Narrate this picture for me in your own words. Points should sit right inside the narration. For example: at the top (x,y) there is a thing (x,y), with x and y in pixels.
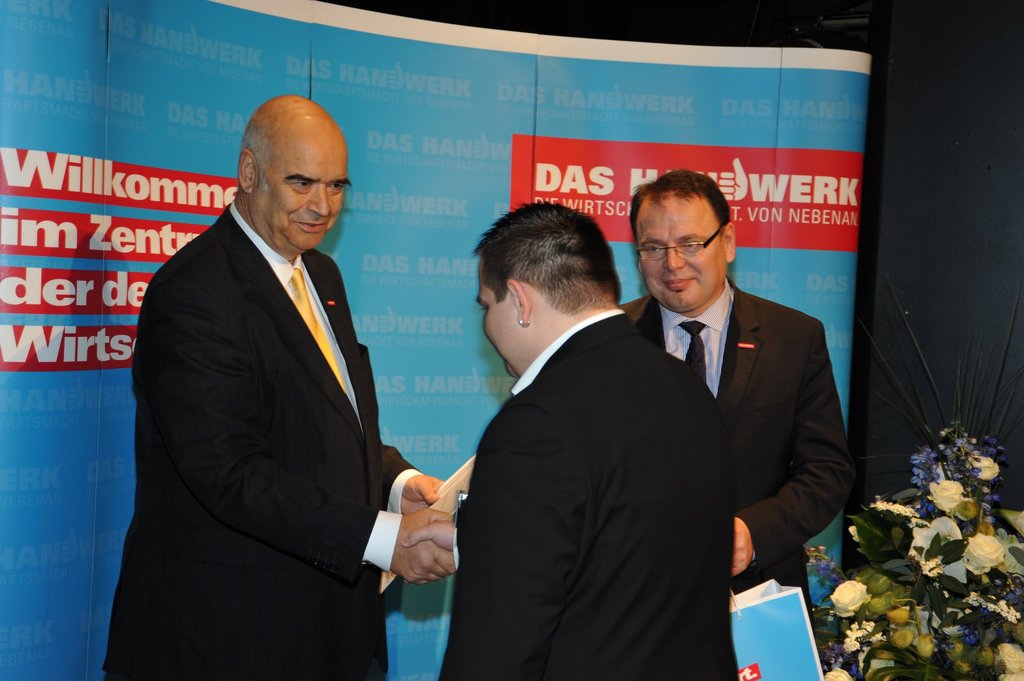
In this image I can see three persons (324,489) wearing white shirts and black blazers (508,416) are standing. I can see a person (737,578) is holding a blue colored bag (768,635) and another person (447,550) is holding an object (461,485) in his hand (432,483). In the background (388,188) I can see a blue colored banner (431,171), the black colored surface (931,92) and a huge flower bouquet (942,571) which is cream, purple and green in color.
